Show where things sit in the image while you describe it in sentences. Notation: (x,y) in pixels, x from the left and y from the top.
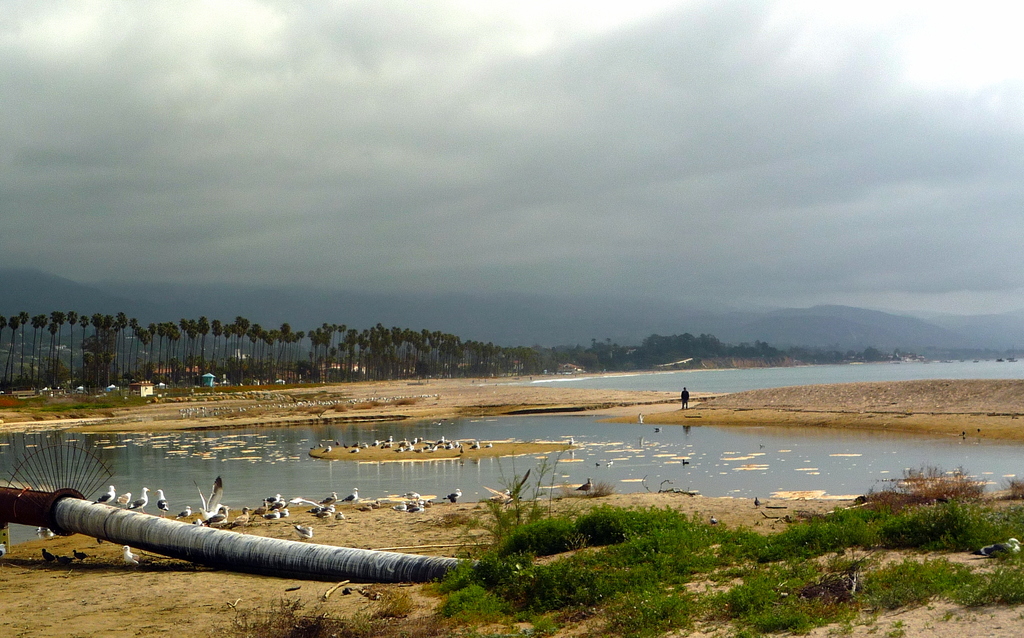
In this picture we can see water (753,372) in the middle (680,372), there are some birds (361,508), grass (638,553) and a pipe (252,547) at the bottom (492,594), in the background (90,376) there are some trees (570,358), we can see a person (683,404) is standing in the middle (682,404), there is the sky (595,164) and clouds (474,128) at the top of the picture (458,111).
